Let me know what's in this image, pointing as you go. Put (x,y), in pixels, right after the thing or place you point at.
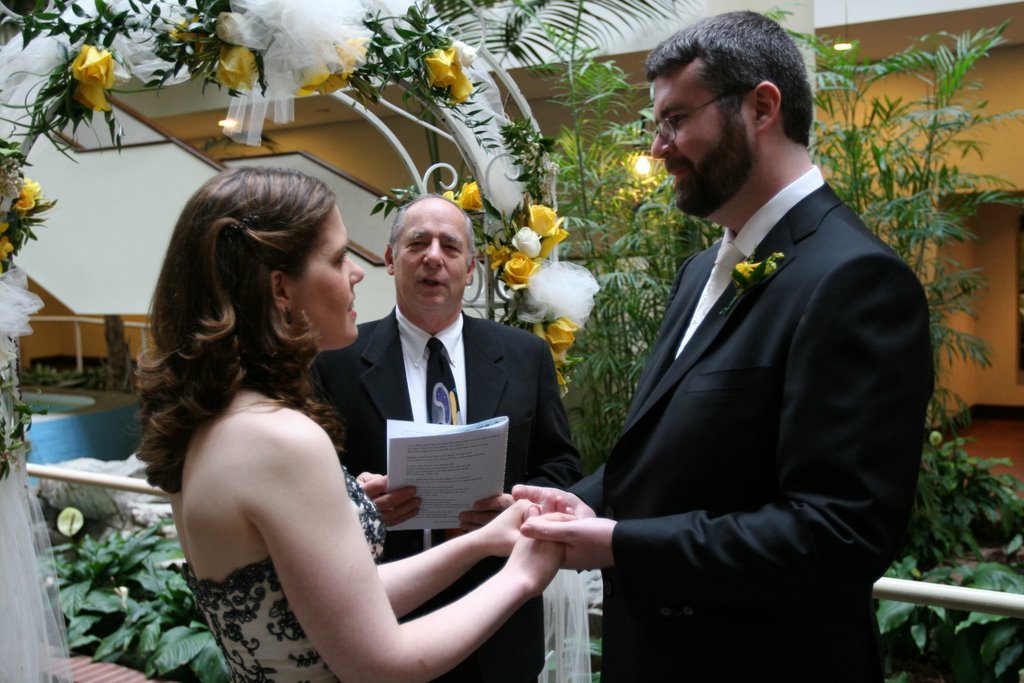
In this image in the foreground (498,317) there are three persons (504,341) who are standing and one person (447,394) is holding some papers (436,443) and reading. In the background (129,635) there are some flowers (3,194), flower bouquets (552,165), plants (952,310), wall (954,162) and some lights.
